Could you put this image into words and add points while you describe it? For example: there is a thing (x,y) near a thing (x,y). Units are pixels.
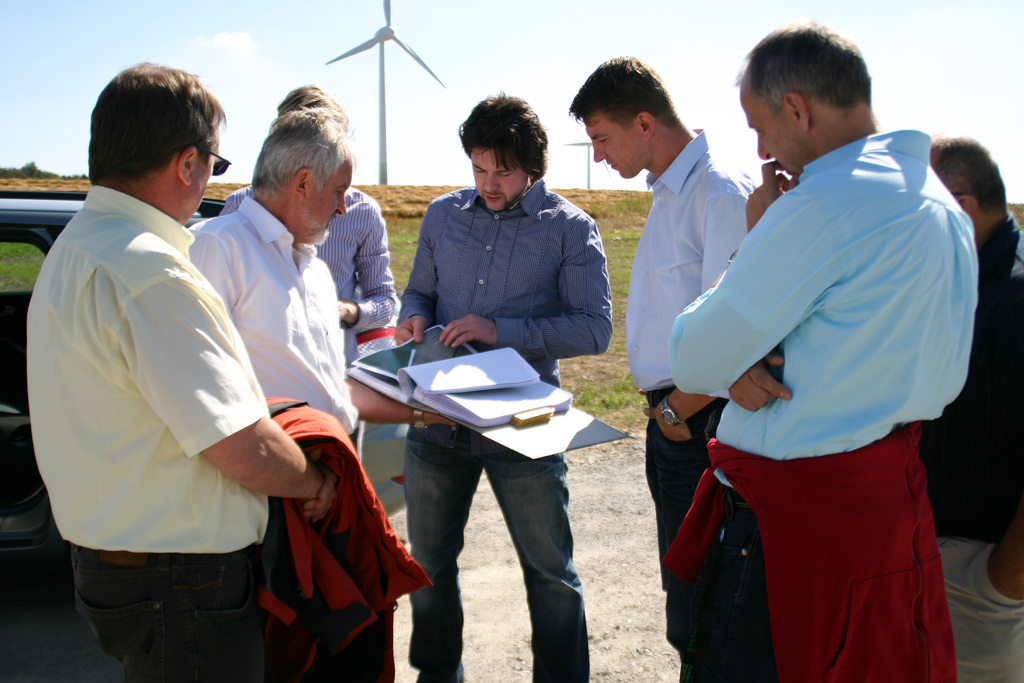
In the picture I can see a group of men (449,423) are standing among them some are holding objects (445,403) in hands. In the background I can see a vehicle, windmills (434,76), the grass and the sky (377,173).
